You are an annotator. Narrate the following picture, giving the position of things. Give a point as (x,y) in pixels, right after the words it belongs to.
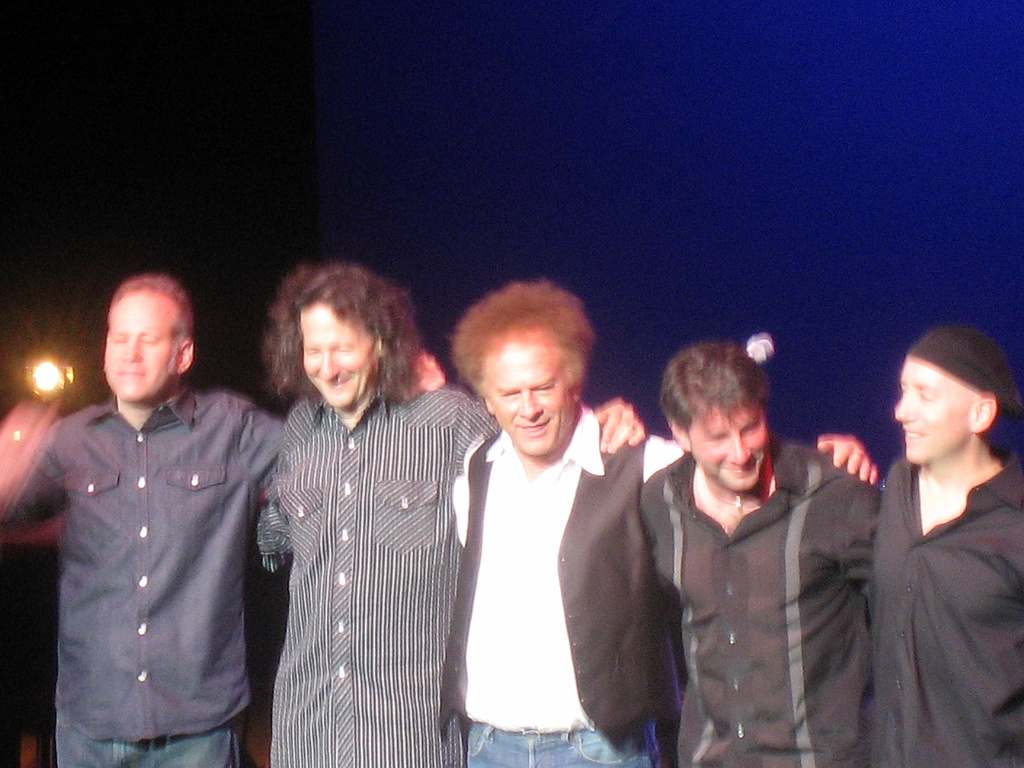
In this image we can see few persons (310,448). In the background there is a light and the image is not clear to describe.
